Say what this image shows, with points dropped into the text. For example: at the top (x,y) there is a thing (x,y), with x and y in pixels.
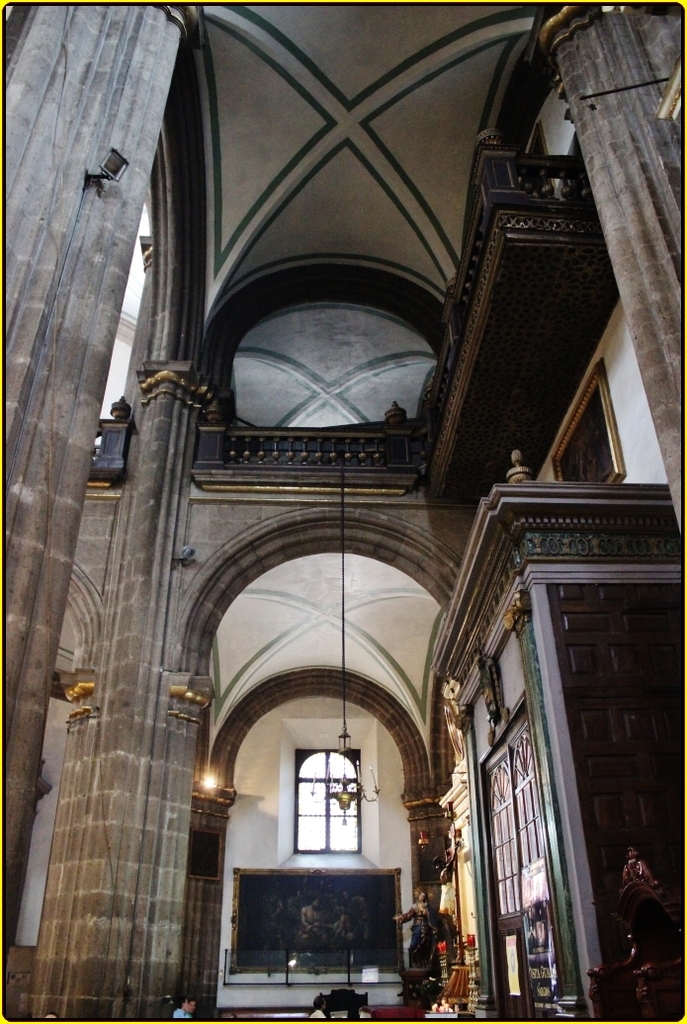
It seems to be the image is inside the room (488,1007). In the image on right side (505,822) we can see a door (497,813) which is closed and a sculptures (414,928) in middle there is a photo frame (365,881) on wall (352,855) on top (352,131) there is a roof (359,126) and pillars (78,256).
